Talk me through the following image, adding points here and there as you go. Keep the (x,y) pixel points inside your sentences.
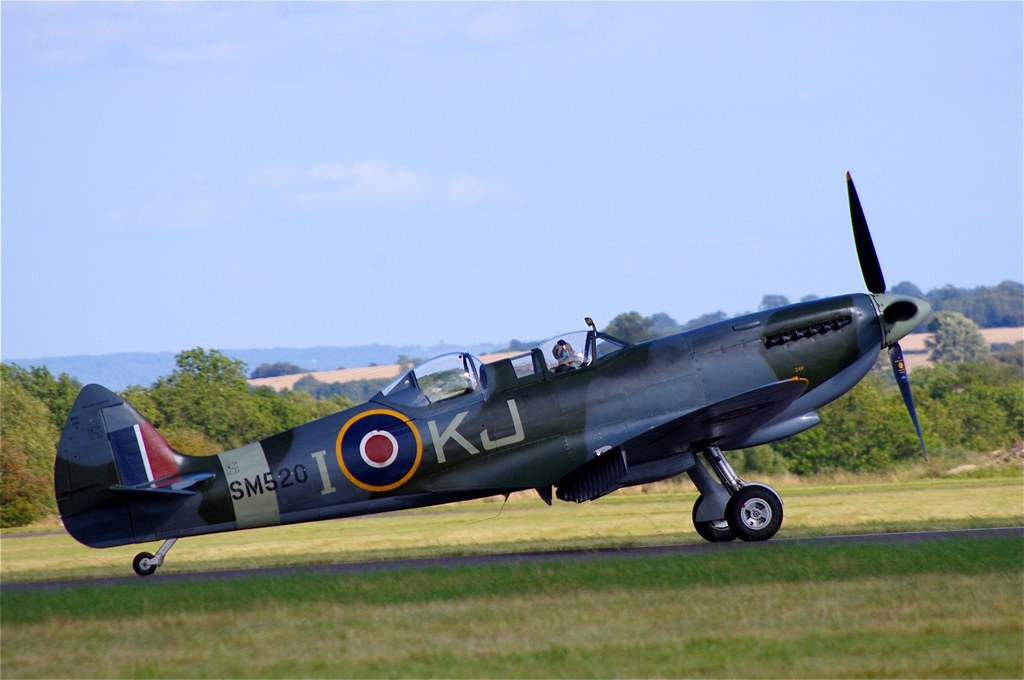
In this image we can see an airplane (705,366) on the runway (618,549). We can also see a person (558,343). Image also consists of trees (887,403), hills (128,371) and also the sky (429,142). At the bottom (410,597) there is grass (542,594).
